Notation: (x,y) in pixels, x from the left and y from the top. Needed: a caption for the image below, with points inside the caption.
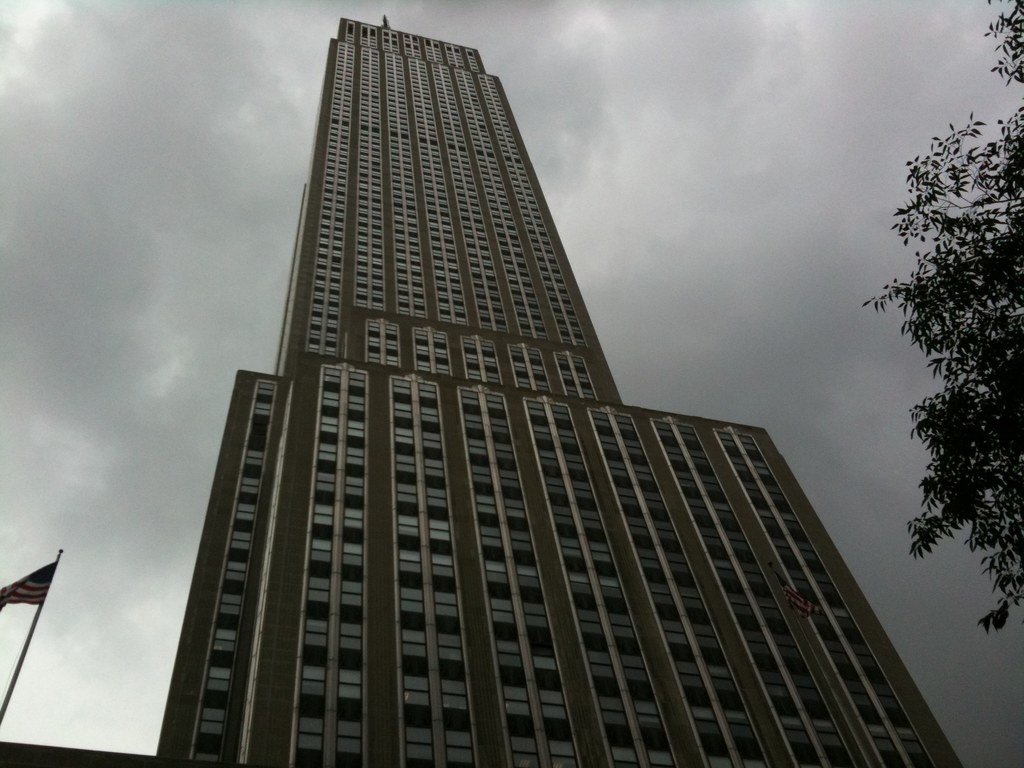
In this image there is a building (466,497) in the middle of this image (485,409). There are some leaves (962,338) of a tree (968,364) on the right side of this image (967,333). There is a flag (40,578) in the bottom left corner of this image (31,620). There is a sky (141,255) in the background (648,160).
